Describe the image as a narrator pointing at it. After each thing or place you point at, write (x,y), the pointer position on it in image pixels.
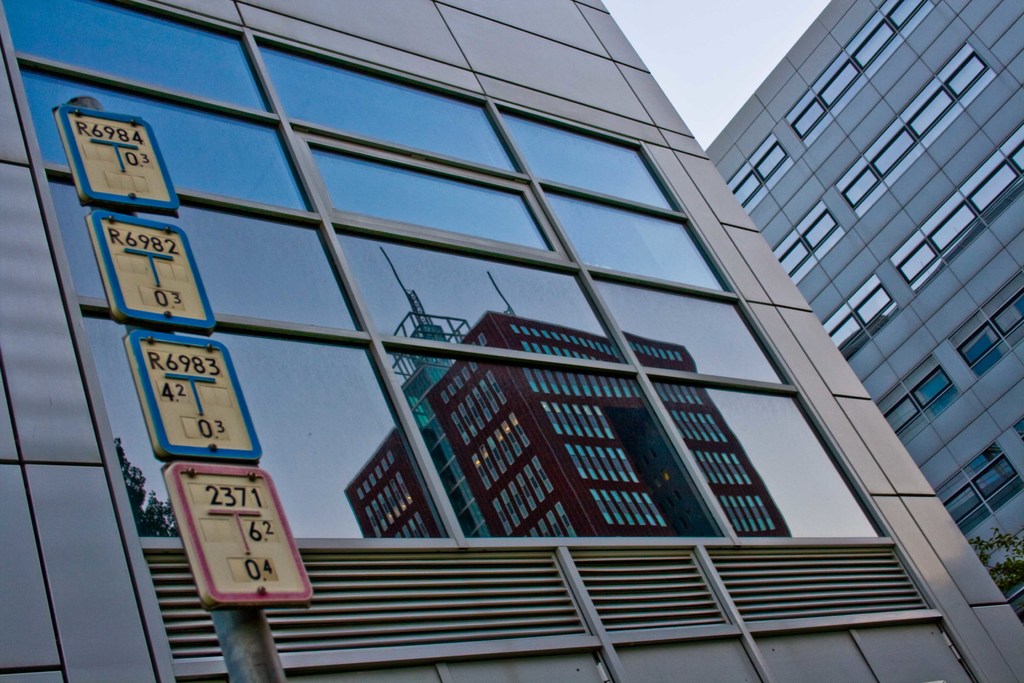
In the picture I can see buildings (697,549) and a pole (235,635) which has boards (153,425) attached to it. On these boards (181,425) I can see something written on them. I can also see the sky (772,44).
